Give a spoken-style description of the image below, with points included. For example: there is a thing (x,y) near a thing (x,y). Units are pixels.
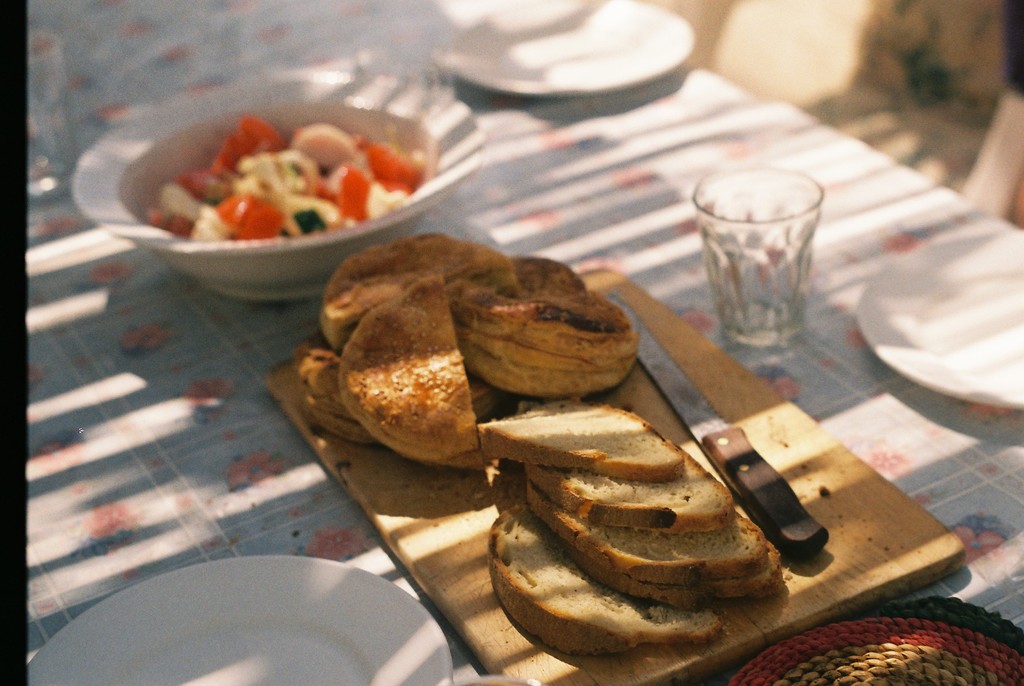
In this picture there is food (770,552) and there is knife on the chopping board (816,623) and there is food (261,143) in the bowl (389,232). There are plates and there is a bowl (255,254), chopping board (947,527), glass (784,225) and table mat (965,646) on the table (775,387). At the back (985,169) it looks like a chair (1003,169).
